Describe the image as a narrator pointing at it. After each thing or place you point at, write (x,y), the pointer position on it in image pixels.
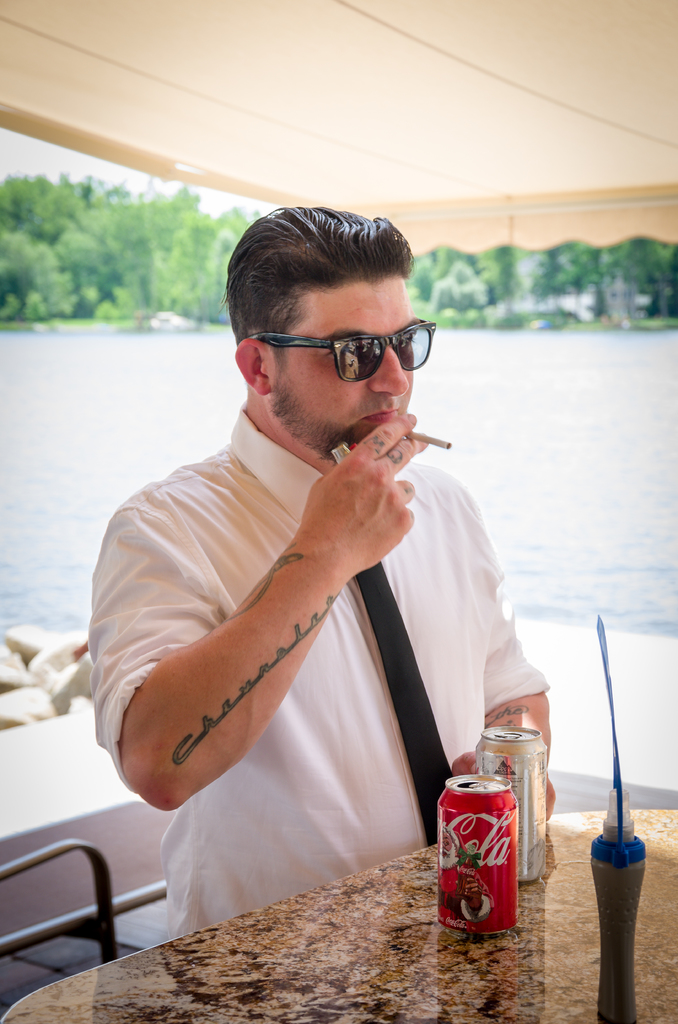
we can see a person (403,720) in white shirt (422,562) wore goggles (401,346) and holds cigar (422,433). This is a freshwater river (128,408). Far there are trees (130,237). On table (486,957) there are tins (500,918) and bottle (624,837).
